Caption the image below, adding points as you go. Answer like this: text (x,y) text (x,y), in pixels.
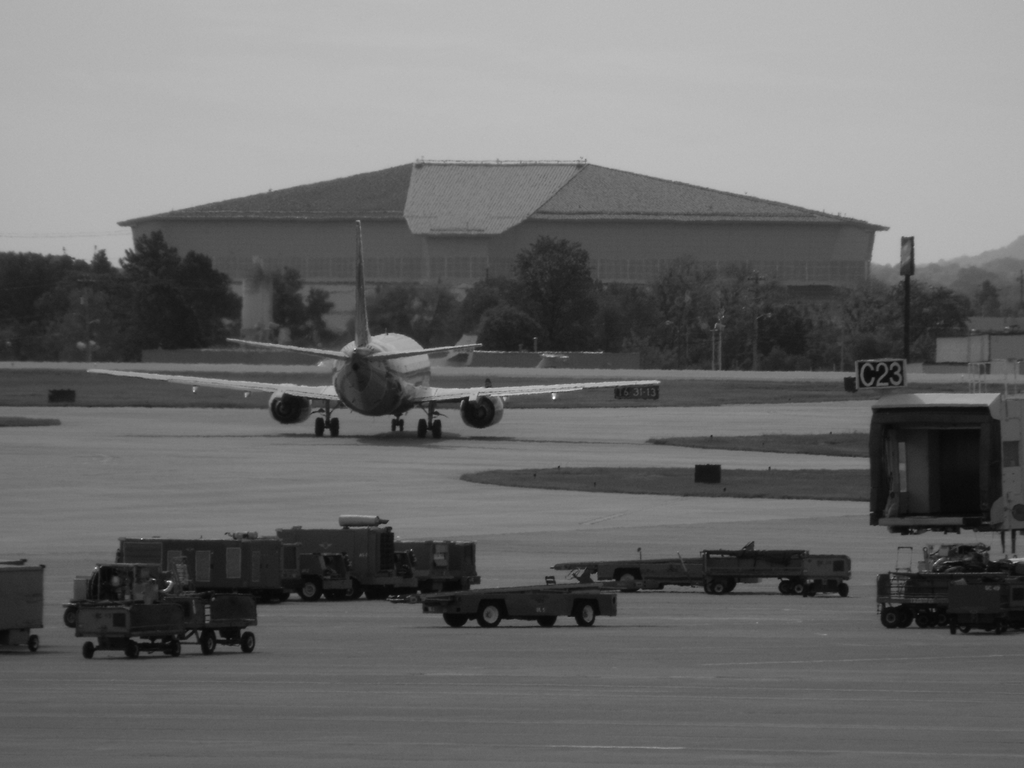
In this image I can see number of vehicles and an airplane (299,416). In the background (795,333) I can see number of trees (706,300), a pole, a building (855,225) and the sky (921,259). On the right side of the image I can see something is written on the board (865,370) and I can also see this image is black and white in colour.
